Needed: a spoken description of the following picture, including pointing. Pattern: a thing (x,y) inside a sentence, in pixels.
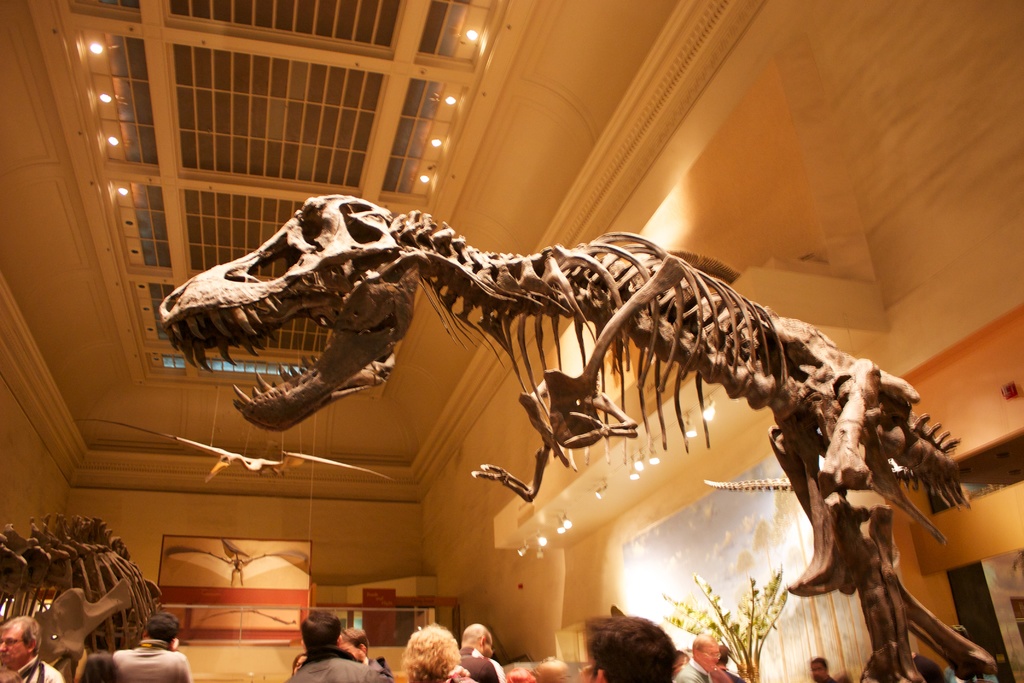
Here in this picture we can see a skeleton of a dinosaur (330,260) present over a place and in the front of it we can see number of people (383,667) standing and watching it and we can also see other skeletons (152,607) also present and we can see portraits (293,612) on the wall (252,641) and we can see lights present on the roof (589,487) and we can also see a flower vase (722,615) present.
